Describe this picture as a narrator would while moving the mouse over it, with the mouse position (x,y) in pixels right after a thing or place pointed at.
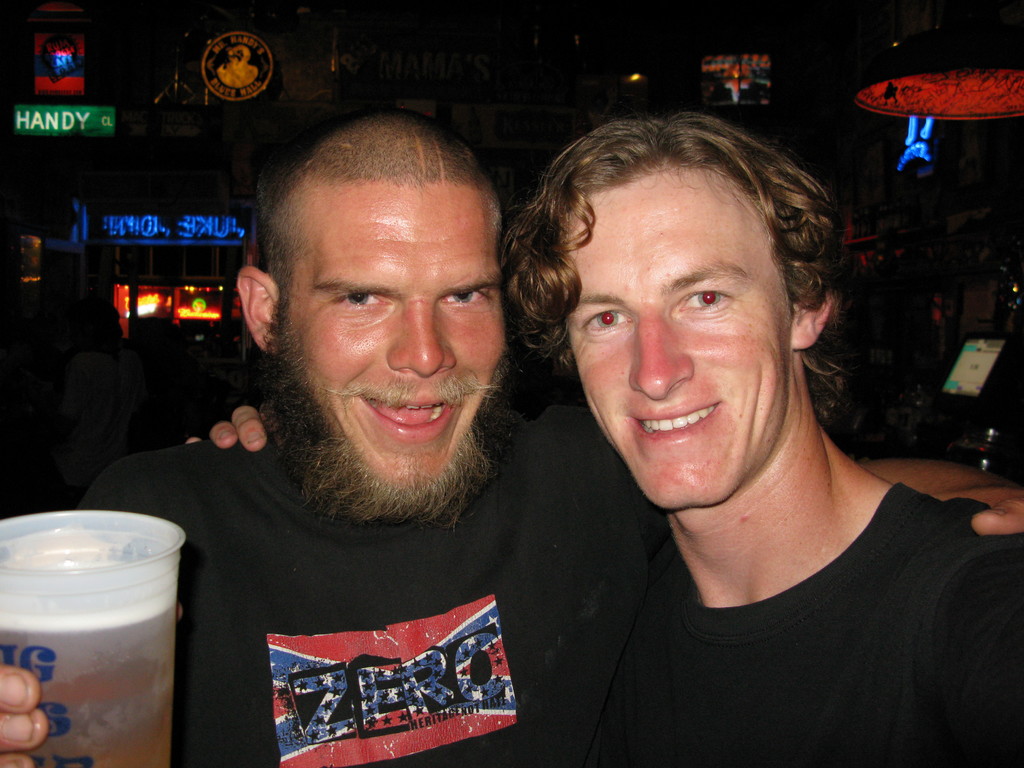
In the center of the image (382,282) we can see two men (490,376) are smiling and wearing the black T-shirts (519,521) and a man (385,486) is holding a glass (149,534). In the background of the image (1023,44) we can see the boards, lights (1008,94). On the right side of the image (998,340) we can see a screen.
